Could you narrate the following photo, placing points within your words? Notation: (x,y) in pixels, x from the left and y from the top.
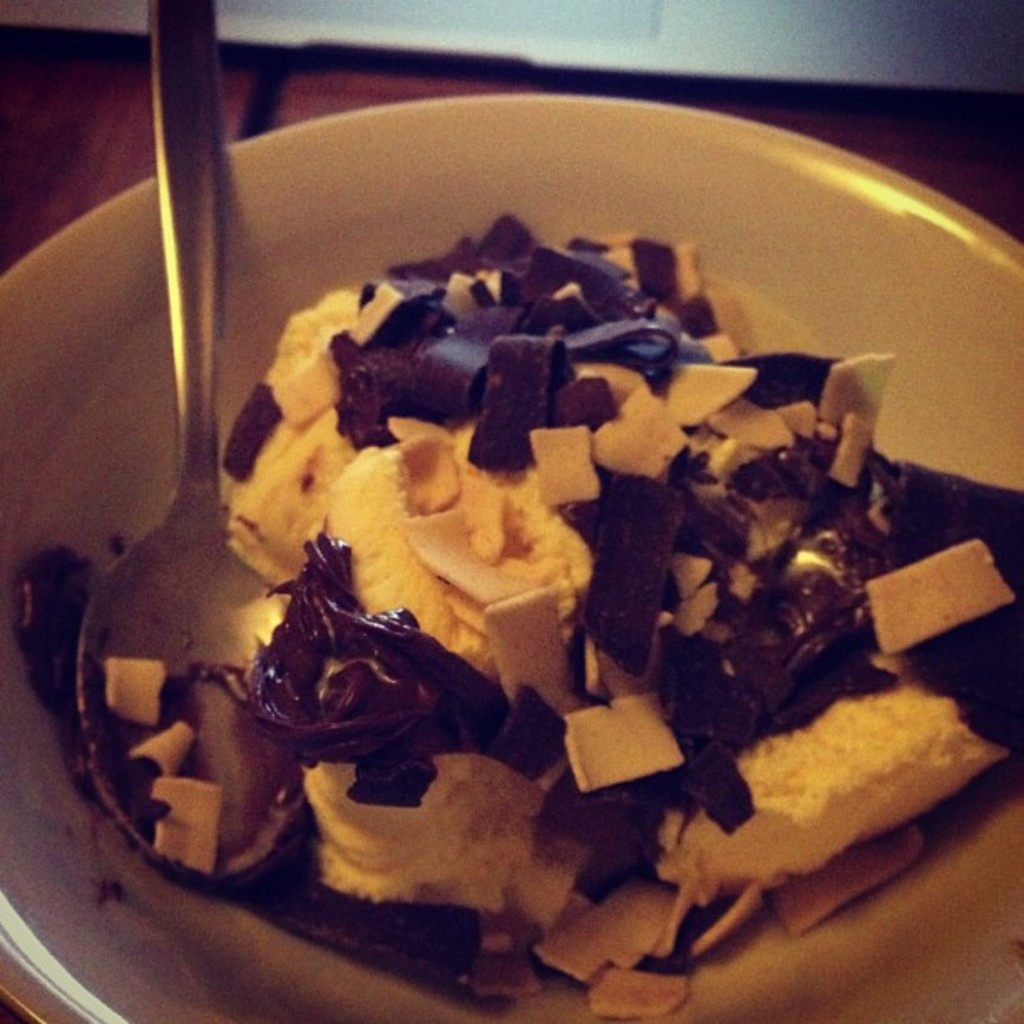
As we can see in the image there is a table (315,70). On table (303,73) there is bowl (181,1013). In bowl (10,337) there is dish (354,705) and spoon (187,462). The image is little dark.
